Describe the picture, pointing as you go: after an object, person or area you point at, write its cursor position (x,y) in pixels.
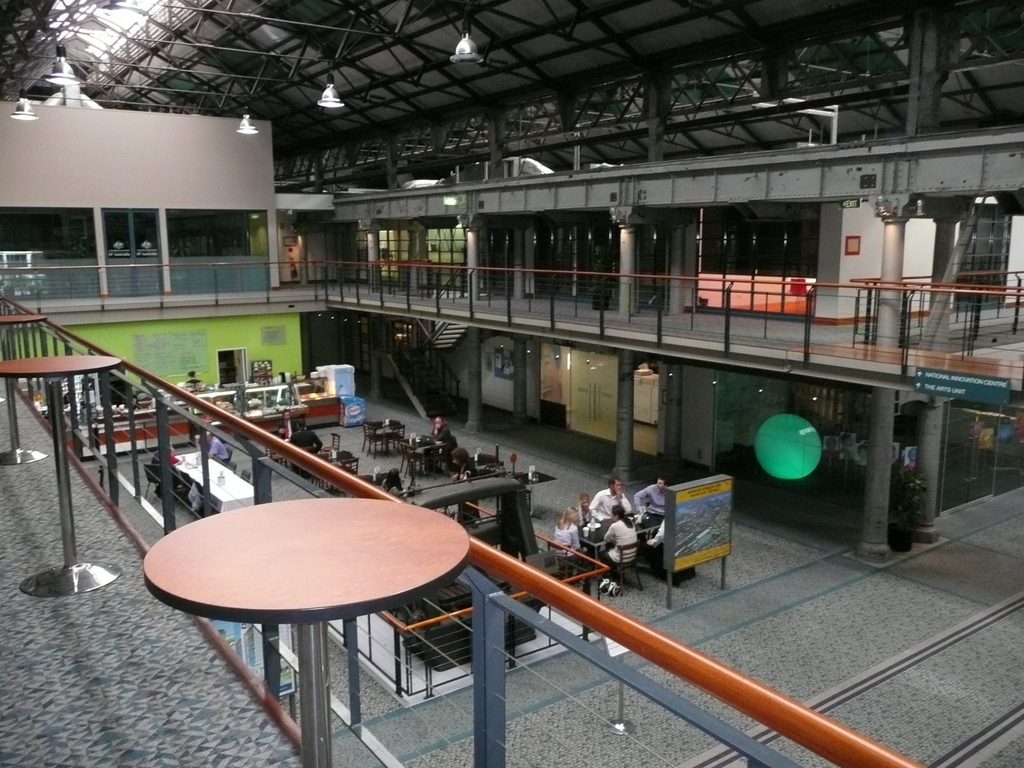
In this picture we can see people (604,558) sitting on chairs (414,457) on the ground (798,623), here we can see tables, pillars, staircase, lights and some objects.
